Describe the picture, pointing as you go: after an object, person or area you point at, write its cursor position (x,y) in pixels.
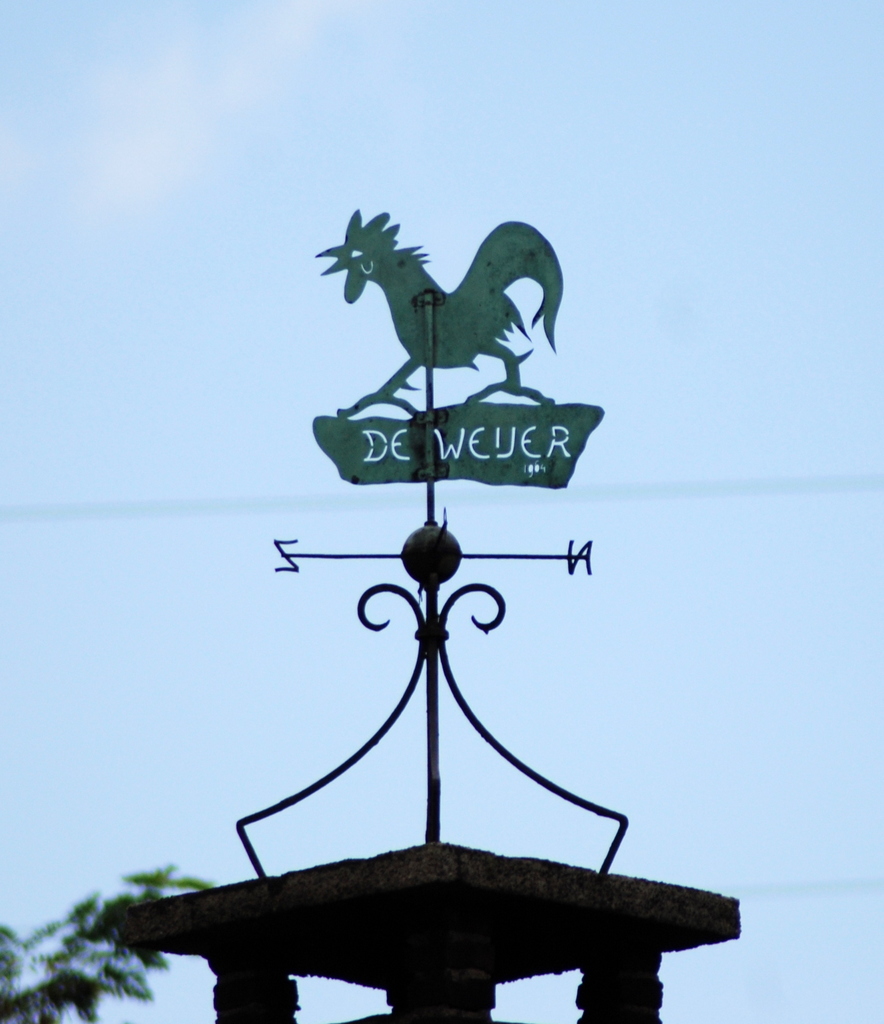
In this image I can see the pole (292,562). On the pole (428,524) I can see the board (498,421) of the bird (399,375). In the background (212,475) I can see the trees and the blue sky (557,667).
